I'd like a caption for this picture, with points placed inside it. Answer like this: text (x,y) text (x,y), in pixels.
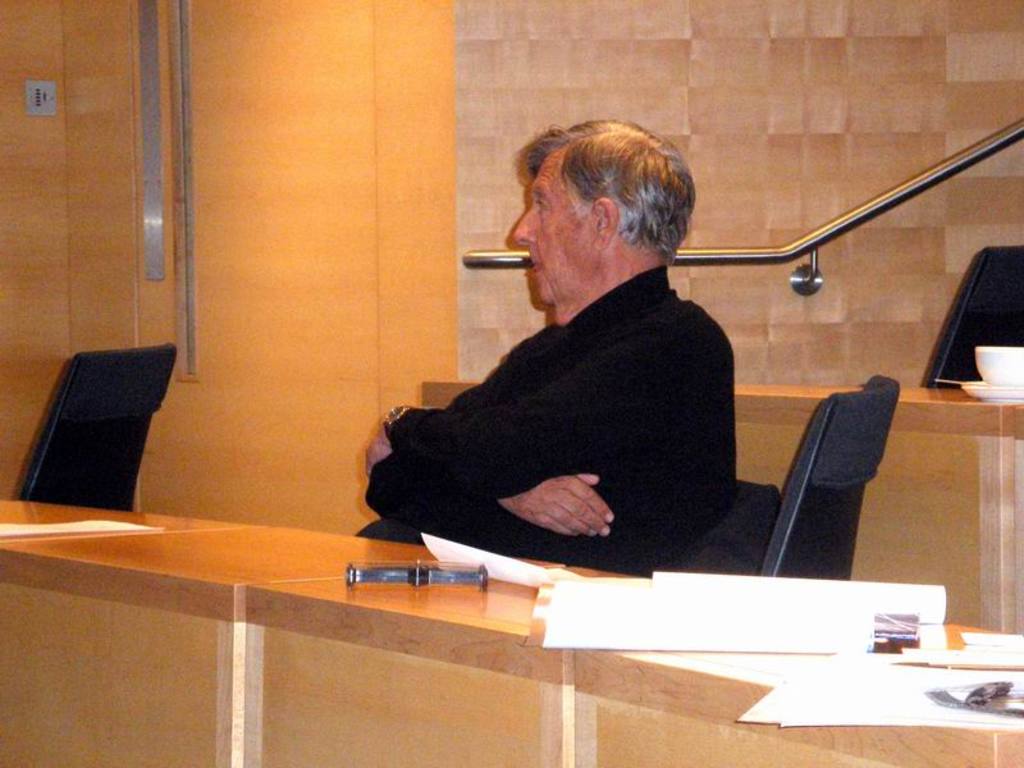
In the image we can see there is a man (717,465) who is sitting on chair (796,563) and in front of him there is a table (625,657) on which there are papers (673,593) and at the back (823,235) there is iron rod (801,246).
